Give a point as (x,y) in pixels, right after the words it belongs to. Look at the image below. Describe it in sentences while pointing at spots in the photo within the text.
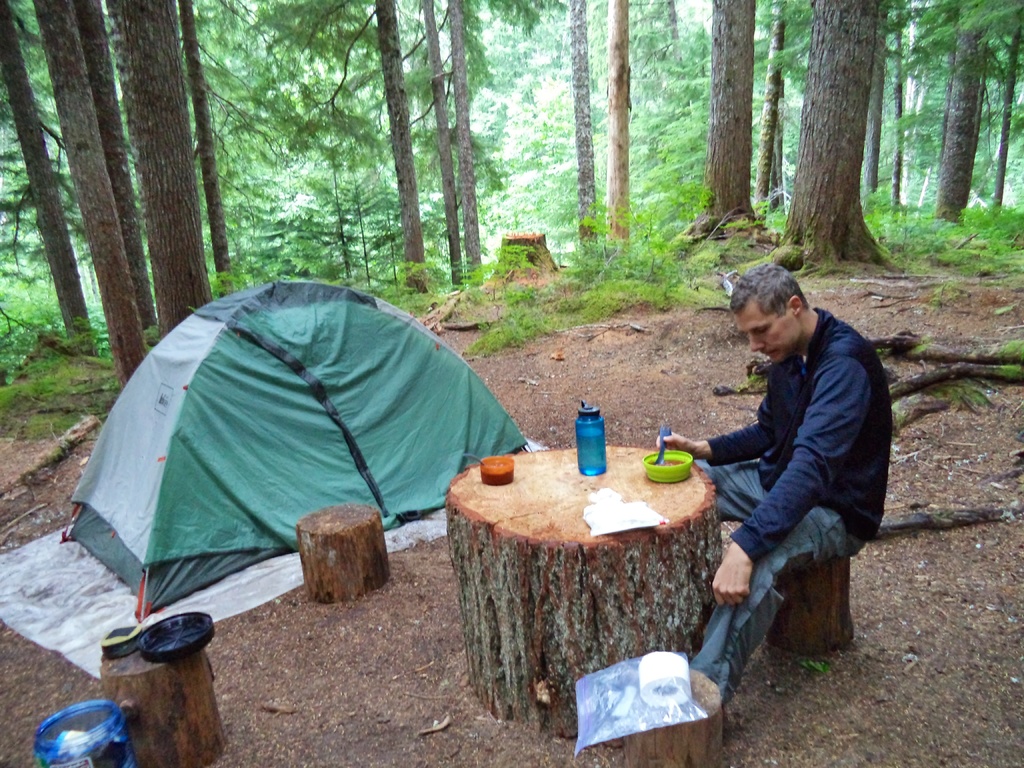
In this image we can see some person (817,425) wearing blue color jacket (830,448), jeans (811,516) sitting and having some food item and at the background of the image (321,358) we can see camping tent (351,335), trees (436,175).
